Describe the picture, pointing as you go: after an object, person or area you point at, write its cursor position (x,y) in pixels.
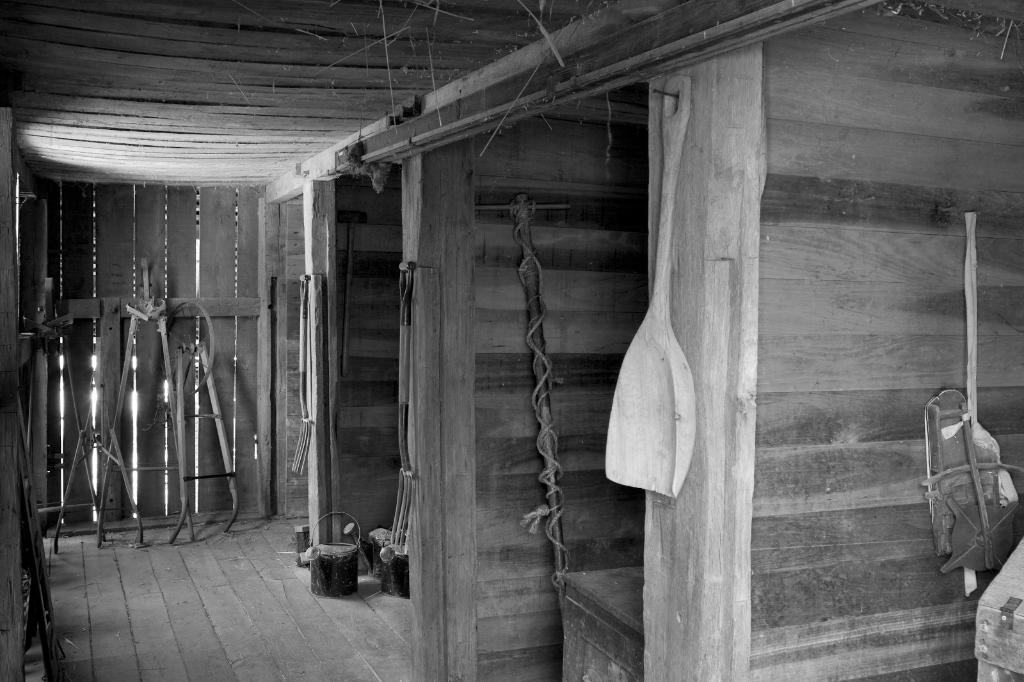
In this picture we can see a spoon (616,468), rods (179,531), wooden planks (221,573) and some objects (184,519) and in the background (536,571) we can see a wall (517,445), roof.
